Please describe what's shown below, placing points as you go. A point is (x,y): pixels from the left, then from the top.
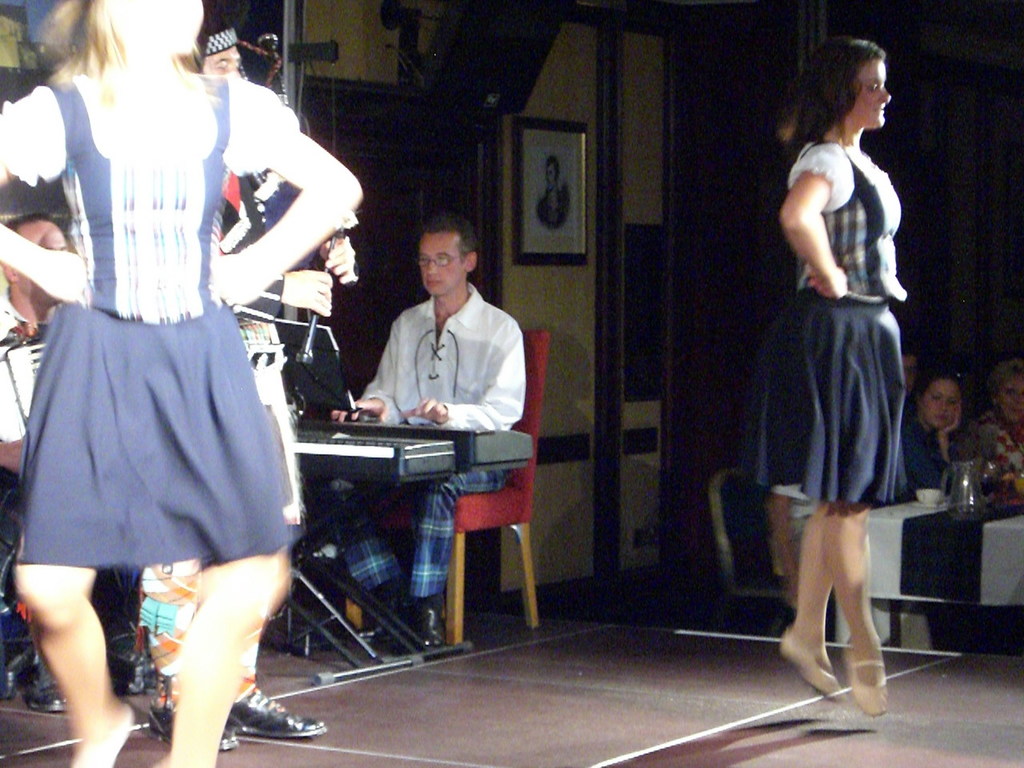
In this picture there are two women (813,672) who are dancing on the stage (747,652). Behind them I can see some persons (36,321) who are playing piano (396,467) and bagpipes (311,326). On the right (950,375) I can see three persons (934,381) who are sitting on the chair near to the table (948,509). On the table (1012,527) I can see the cup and water jar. In the back (557,231) there is a photo frame (552,184) on the wall (655,205) which is placed near to the speaker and door (431,197).
